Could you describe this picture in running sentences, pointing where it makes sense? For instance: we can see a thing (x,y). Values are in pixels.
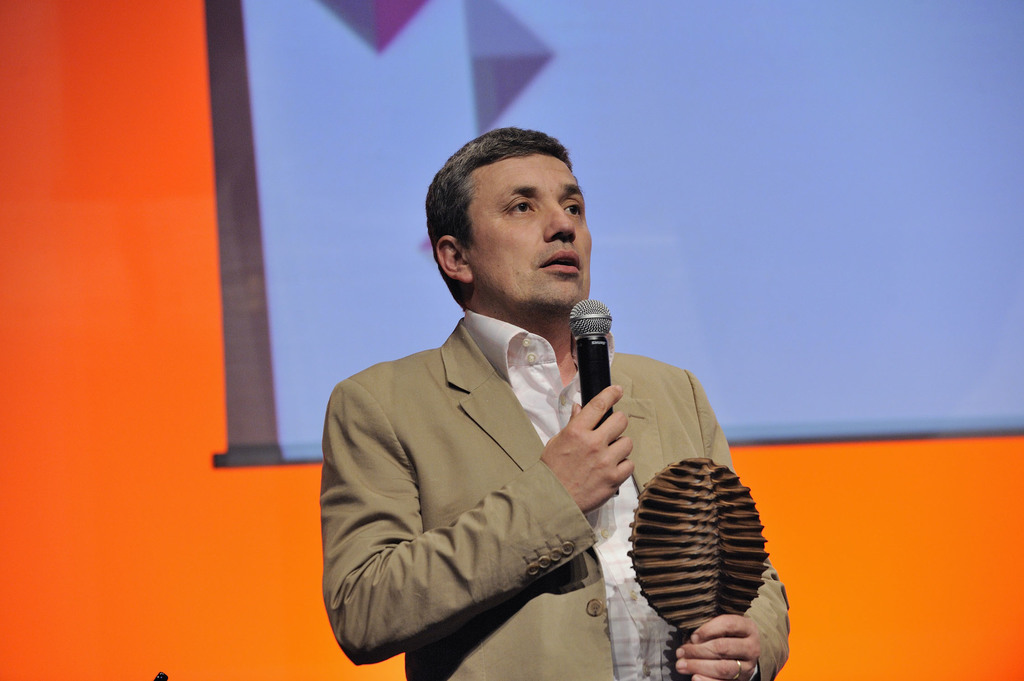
This image is taken on stage (45,542). At the top right of the image (768,88) there is a projector screen (761,391). In the middle of the image (361,394) a man (439,642) is standing holding a mic (603,352) in his hand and an award (667,593) in other hand (705,657).
